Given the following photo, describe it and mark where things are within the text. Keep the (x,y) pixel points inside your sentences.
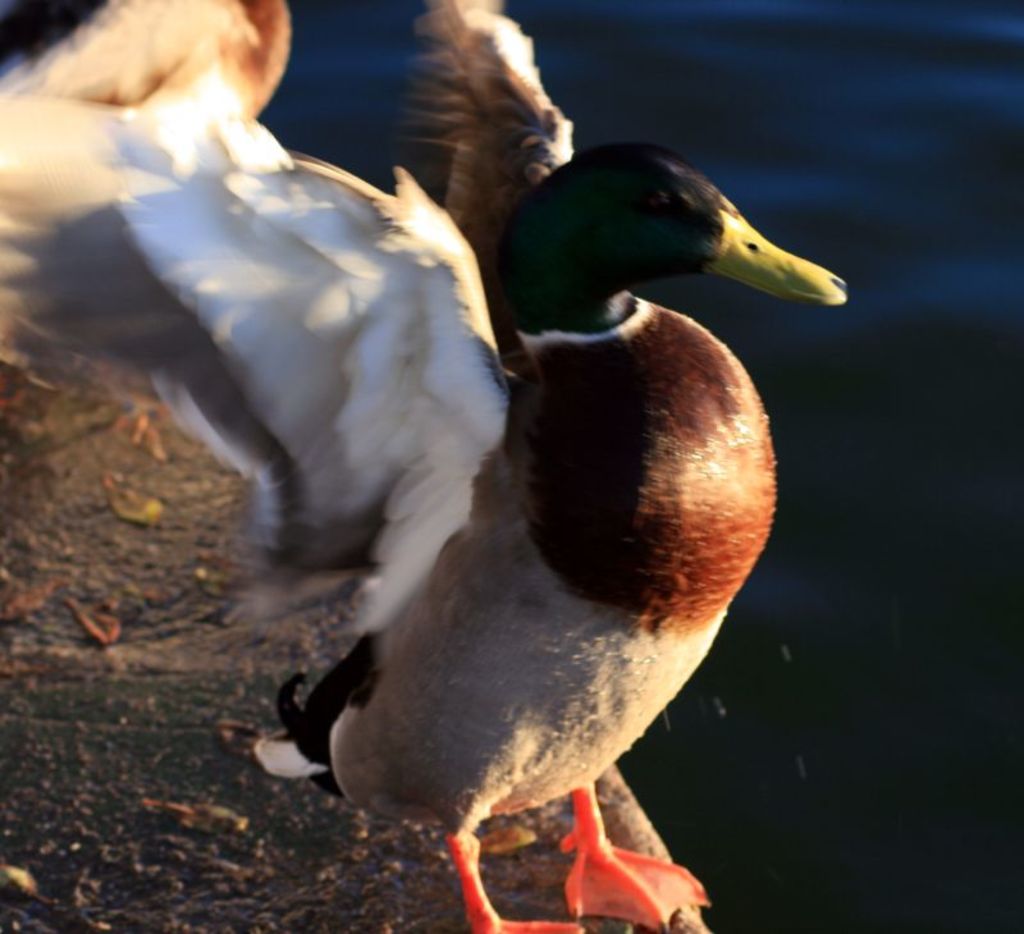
This image consists of a bird (512,683). It is in black and brown color. At the bottom (293,880), we can see a rock (364,828). And the background (889,872) is blurred.
